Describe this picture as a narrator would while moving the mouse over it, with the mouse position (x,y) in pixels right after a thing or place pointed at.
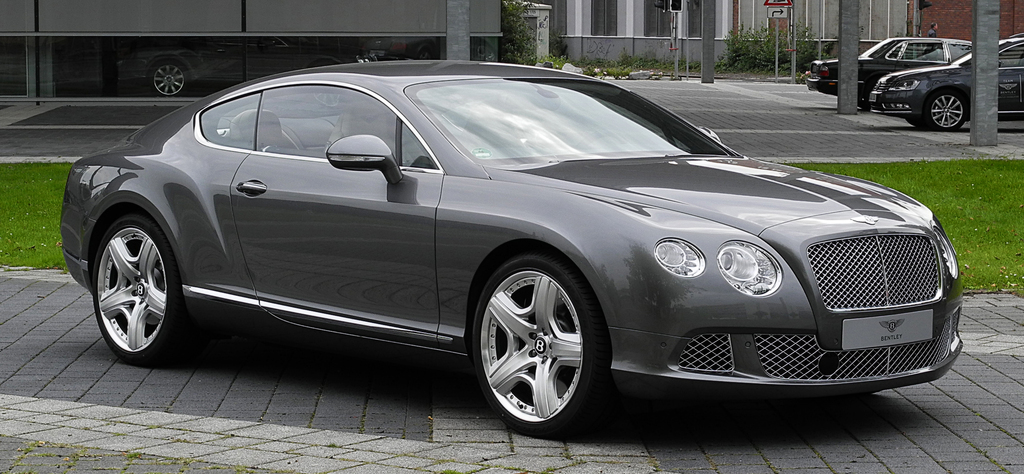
There are three cars (705,216) and this is grass (984,267). In the background (799,11) we can see a building (756,16), pillars (972,104), board (781,17), poles (794,66), and plants (756,60).
